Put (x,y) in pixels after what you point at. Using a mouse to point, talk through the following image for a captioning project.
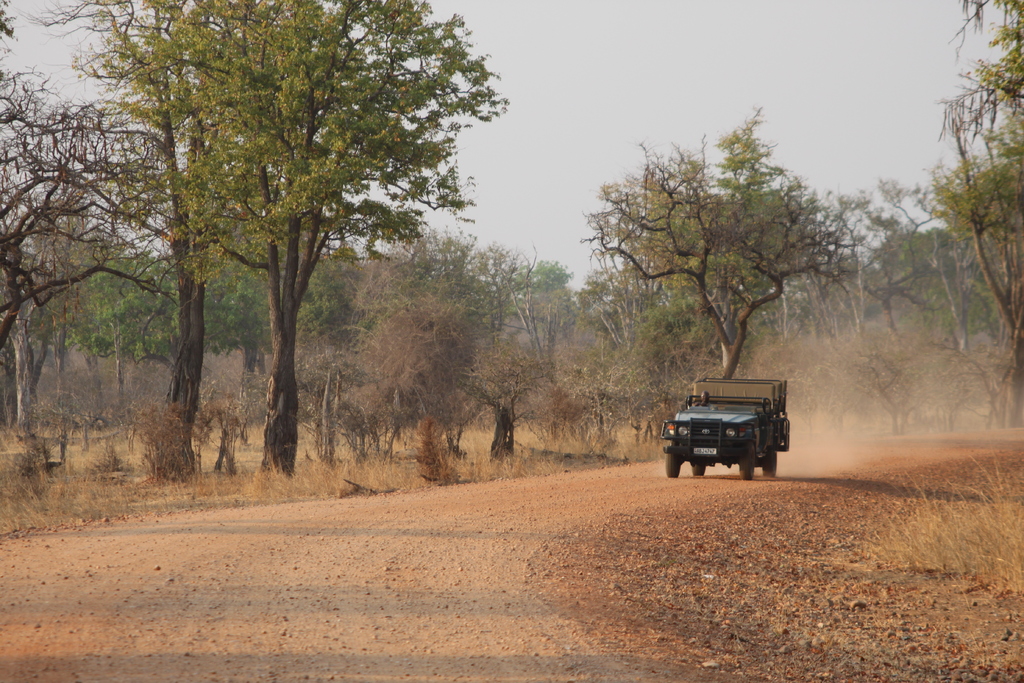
In this image there is a person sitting in a vehicle (702,414), which is on the path (510,509). In the background (442,325) there are trees (933,295) and the sky (927,118).
